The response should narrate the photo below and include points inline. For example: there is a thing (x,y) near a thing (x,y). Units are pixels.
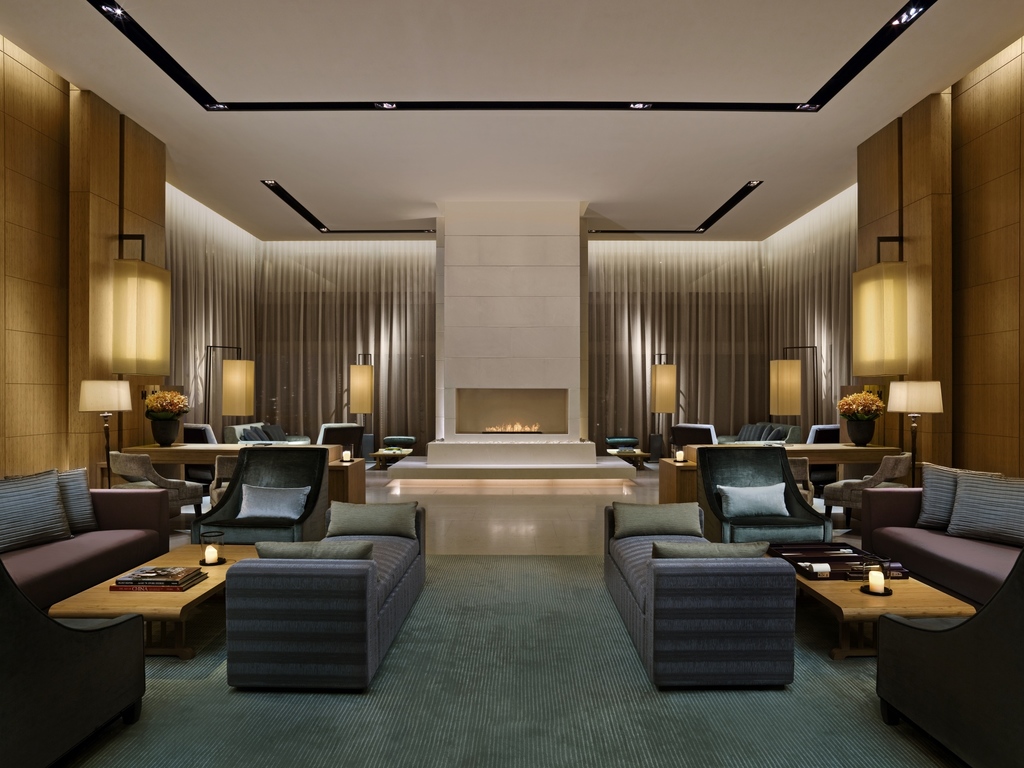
In this image, we can see sofas (373,596), cushions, tables (839,600), candles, books (172,573), flower pots (165,409), lights (106,385), stands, curtains (289,283) and some other objects (513,410). At the top (262,83), there is ceiling (459,83) and at the bottom (423,702), there is a floor (418,697).
